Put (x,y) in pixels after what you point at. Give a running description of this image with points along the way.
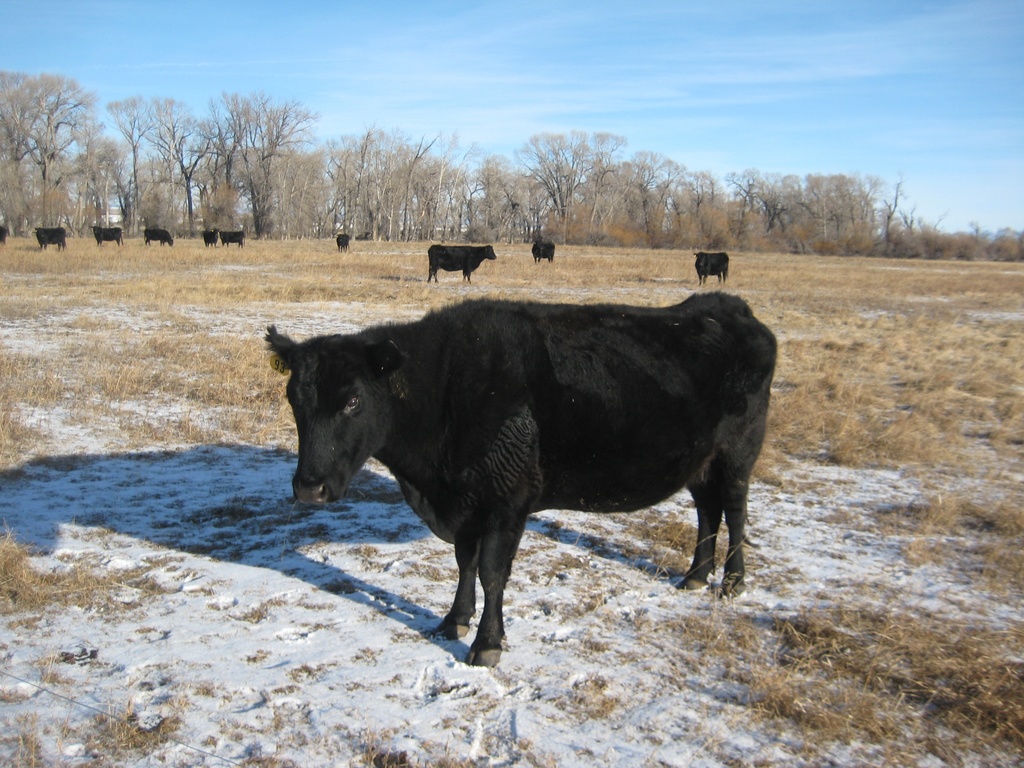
In this picture I can see animals (755,429), there is snow (306,526), grass (952,306), there are trees (115,120), and in the background (420,72) there is the sky (550,67).
